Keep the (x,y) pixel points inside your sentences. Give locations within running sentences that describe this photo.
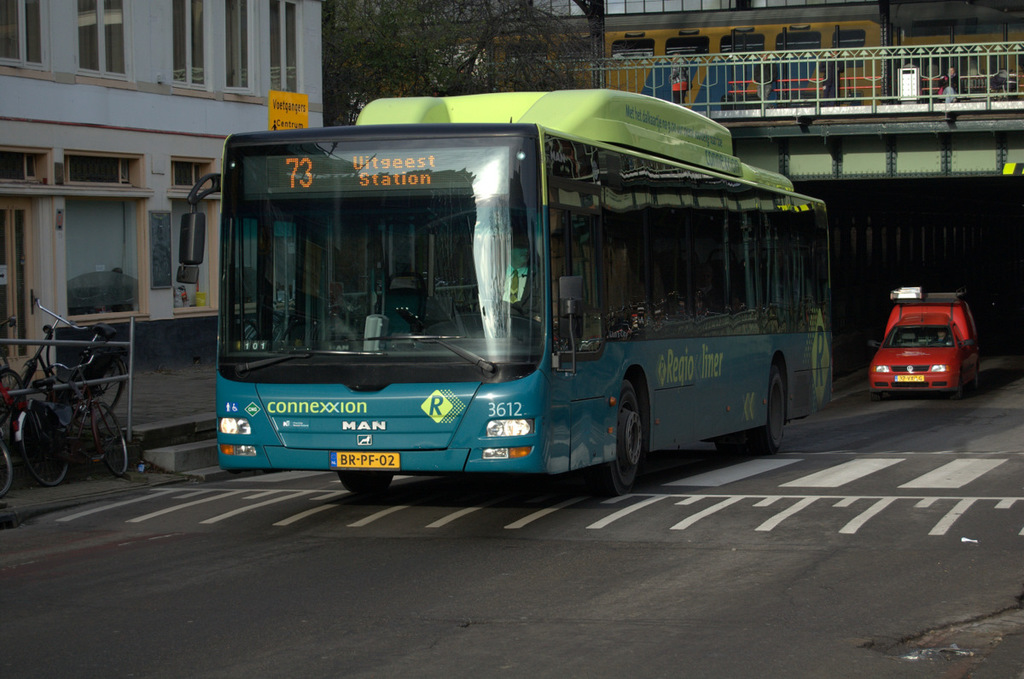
In this image, we can see vehicles (585,397) on the road (721,473) and in the background (105,330), there are bicycles (44,403) and we can see a building (304,47) and a tree (527,58). At the top (808,119), we can see a foot over bridge (879,110) and there is a train (659,39).
